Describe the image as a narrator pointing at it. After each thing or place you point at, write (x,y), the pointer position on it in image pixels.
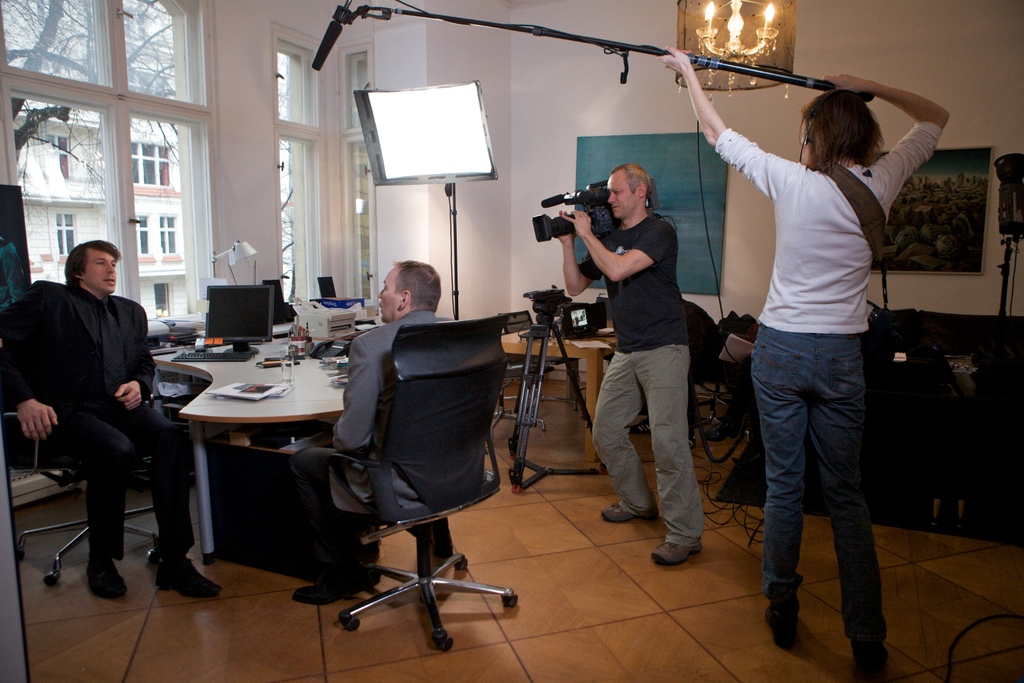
There are four people (49,362) in this picture. There are two men (365,445) sitting in a chair (416,445). In between them there is a table (274,399). On the table (225,373) there are monitor (251,339), keyboard (233,355), papers (260,392), lamps (236,255). The man (671,309) with black t-shirt (638,293) is standing and a holding video camera (567,225). The lady (821,251) with white t-shirt (809,263) is standing. To the left side (143,182) there is a window (113,204). Behind the window (132,169) there is a building (166,193) and trees (53,56). Inside the room (762,297) there is a frame (913,251), light (486,135) and wires (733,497) in the bottom (735,513).
